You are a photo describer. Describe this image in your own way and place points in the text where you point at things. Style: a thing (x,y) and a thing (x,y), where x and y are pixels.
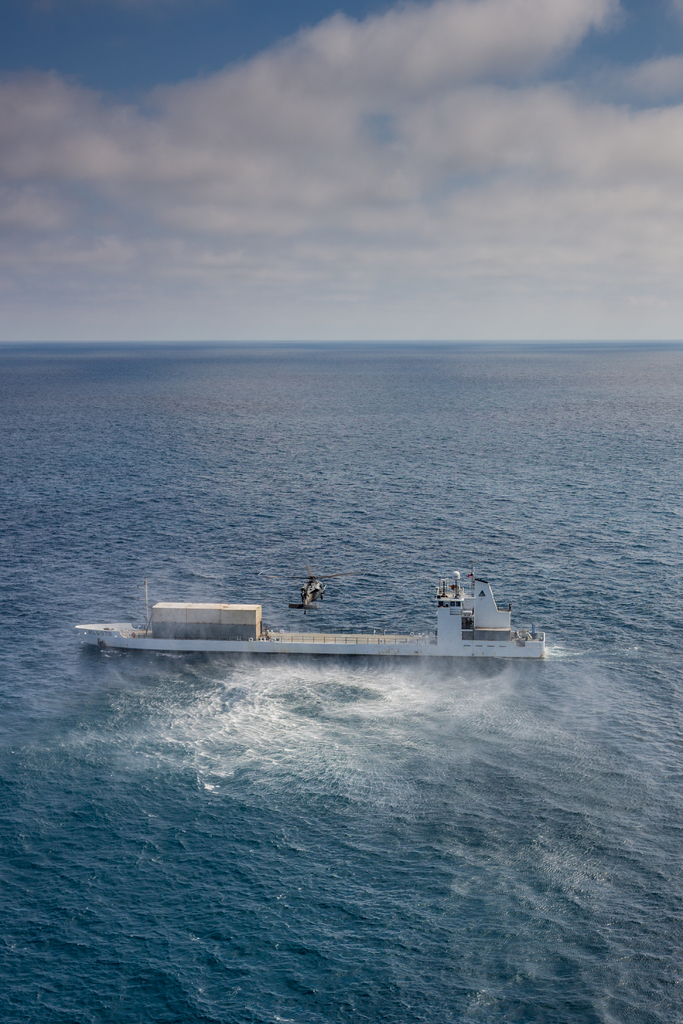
In this image we can see sky (417,139) with clouds (457,258), helicopter (284,576) and ship (229,645) on the sea (402,659).
